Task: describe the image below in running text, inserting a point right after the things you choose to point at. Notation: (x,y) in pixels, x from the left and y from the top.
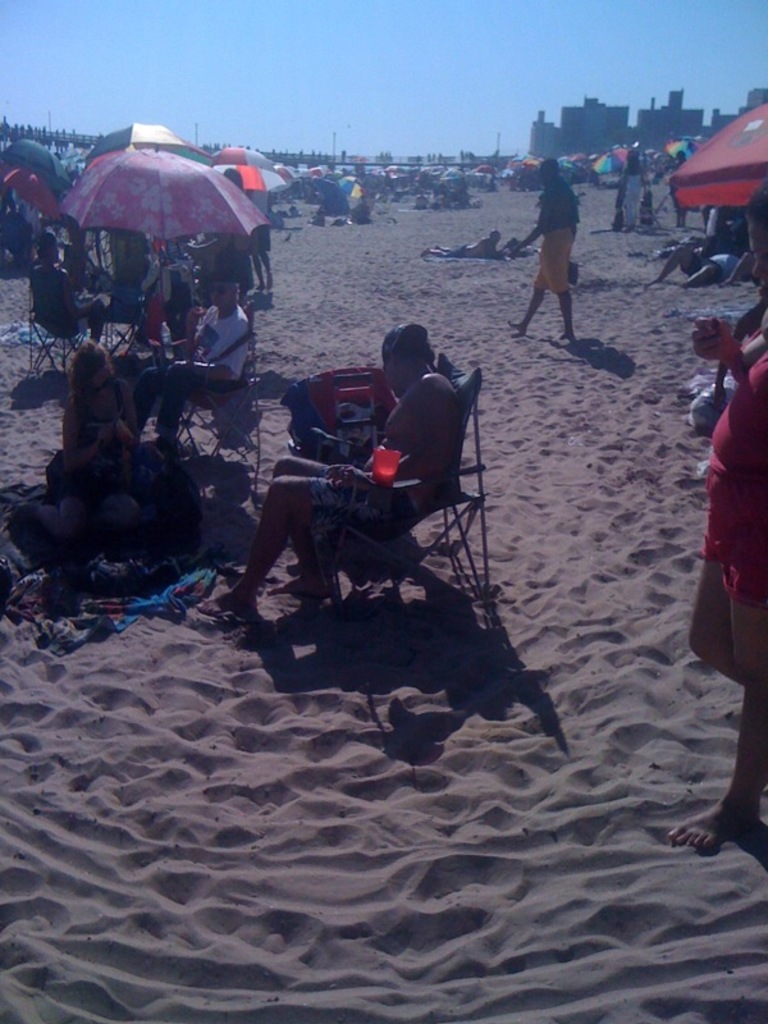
In this image there are a few people (164,434) sitting on the chairs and there are a few people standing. There are tents (23,168), buildings (686,125), light poles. At the bottom of the image (288,892) there is sand (333,749) on the surface (329,838). At the top of the image (448,54) there is sky (445,48).
